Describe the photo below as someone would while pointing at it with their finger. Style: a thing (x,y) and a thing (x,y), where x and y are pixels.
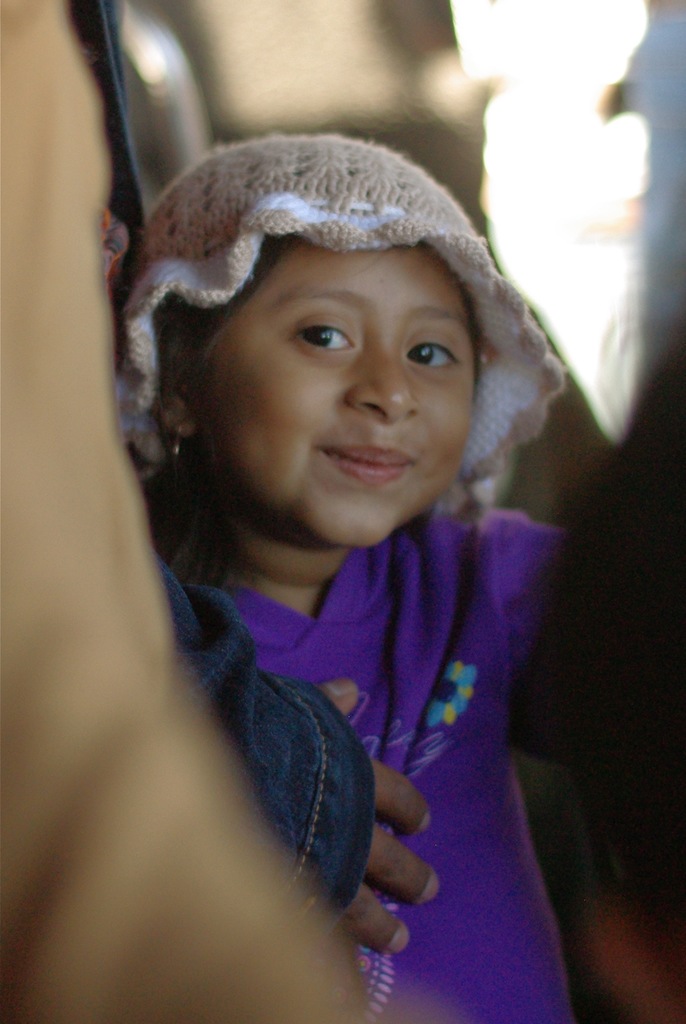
In this picture I can see there is a girl (498,620) standing and she is smiling and wearing a cap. The backdrop (292,81) is blurred.
